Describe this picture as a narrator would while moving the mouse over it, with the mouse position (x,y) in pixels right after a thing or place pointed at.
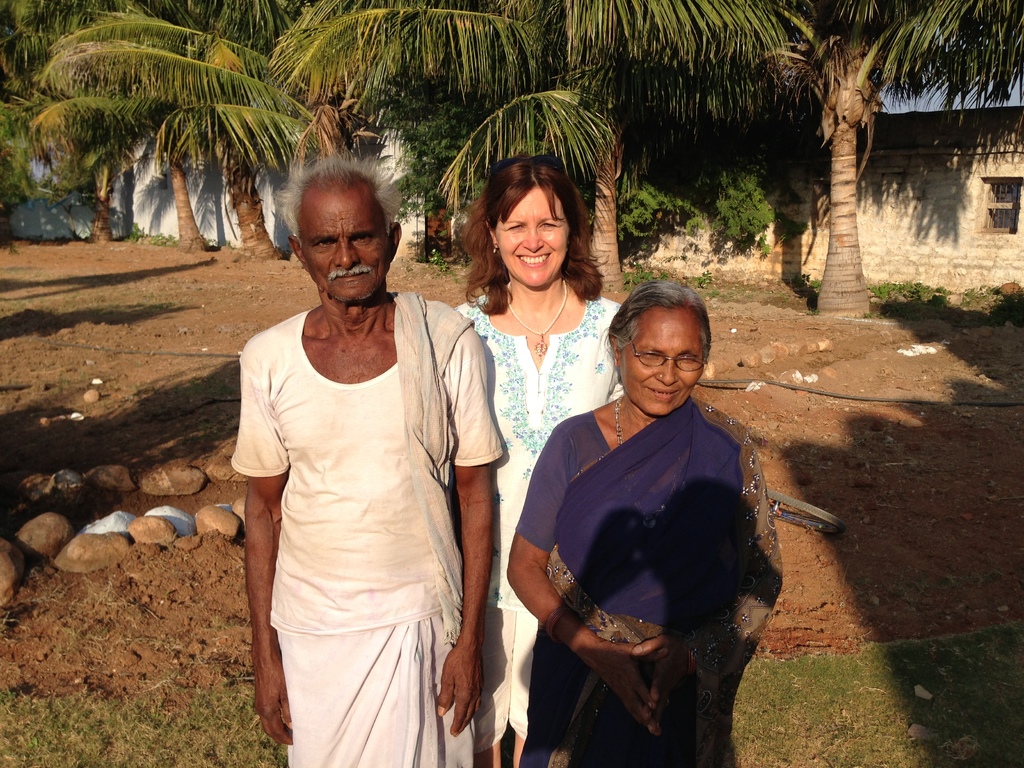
In this picture I can see three persons (298,217) standing, there are rocks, plants (812,293), grass (232,748), there are trees (1010,52), and in the background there are walls (793,209).
